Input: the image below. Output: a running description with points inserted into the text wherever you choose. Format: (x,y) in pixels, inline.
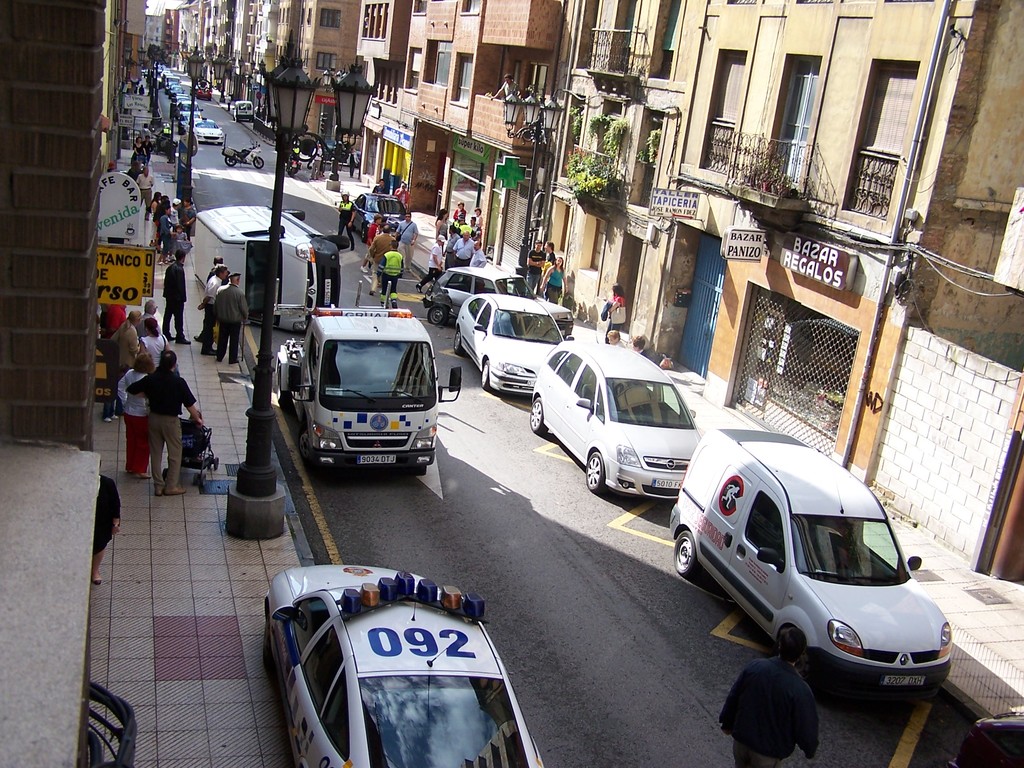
In this image we can see group of people (389,245) standing on the ground (220,159), group of vehicles (486,305) parked on the road (583,710), we can also see some light poles (299,100) and a baby carrier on the ground (295,543). In the left (87,337) and right side of the image (983,319) we can see group of buildings (560,168) with windows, plants (596,157), railings (748,179), a mesh (823,355) and sign boards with some text (802,271).
